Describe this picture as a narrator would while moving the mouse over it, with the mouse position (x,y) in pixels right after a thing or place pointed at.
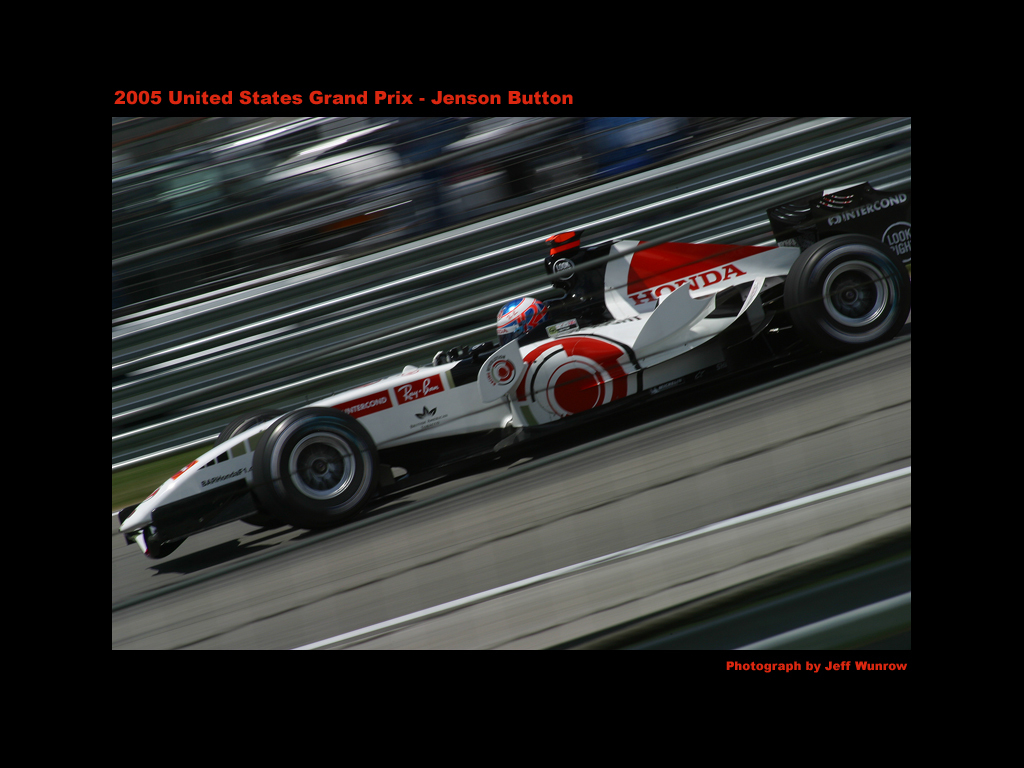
In the image there is a racing car (607,271), the image is captured while the car (624,362) is in motion.
